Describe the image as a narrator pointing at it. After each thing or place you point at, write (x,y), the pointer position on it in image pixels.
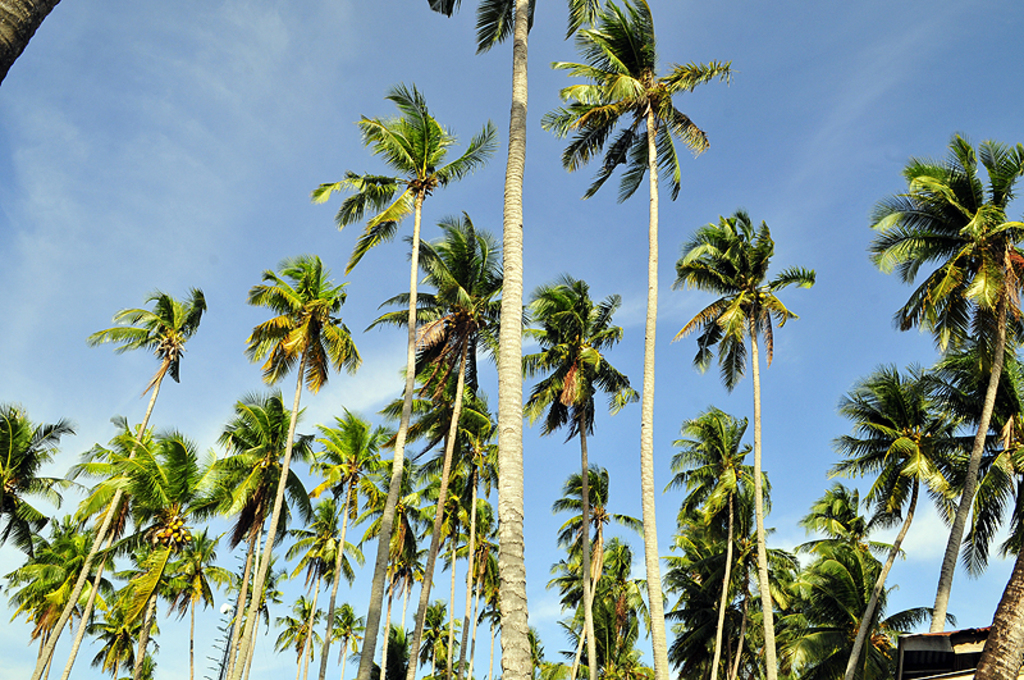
In this picture we can observe number of coconut trees (469,511). In the background (295,175) there is a sky (253,202) with some clouds (372,382).
